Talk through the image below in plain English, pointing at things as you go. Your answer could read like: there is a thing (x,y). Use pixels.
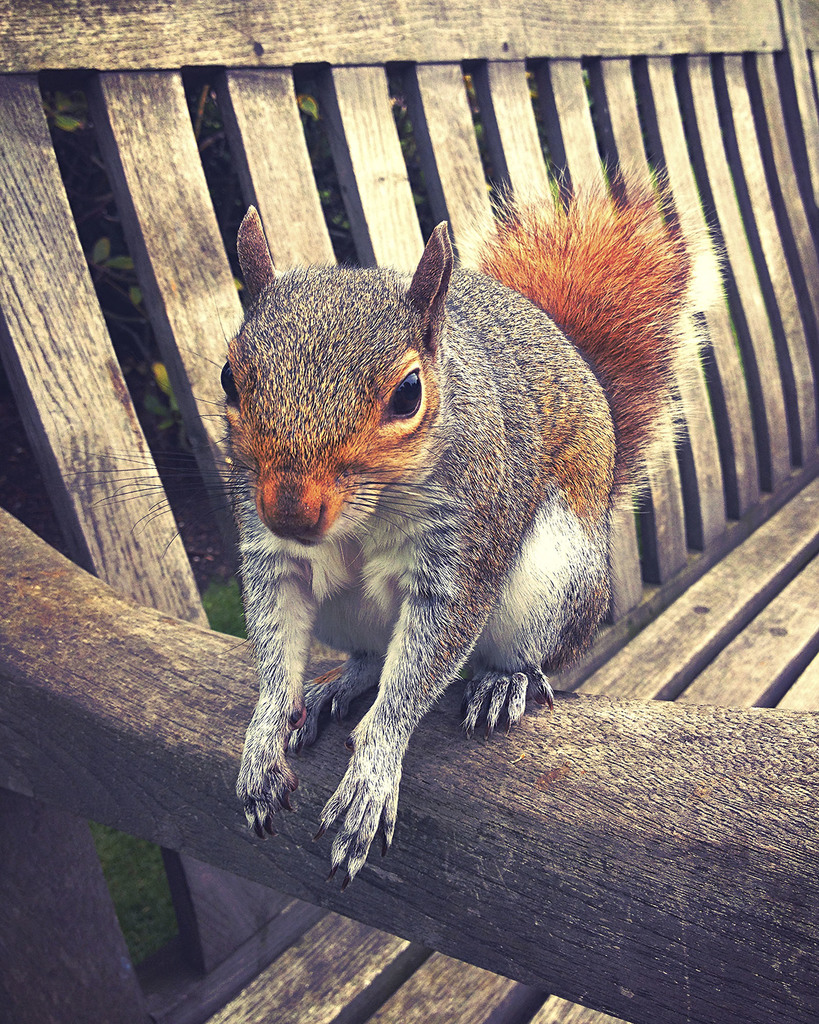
In this image I can see a squirrel (414,421) on a bench (664,816). It seems to be an edited image.
